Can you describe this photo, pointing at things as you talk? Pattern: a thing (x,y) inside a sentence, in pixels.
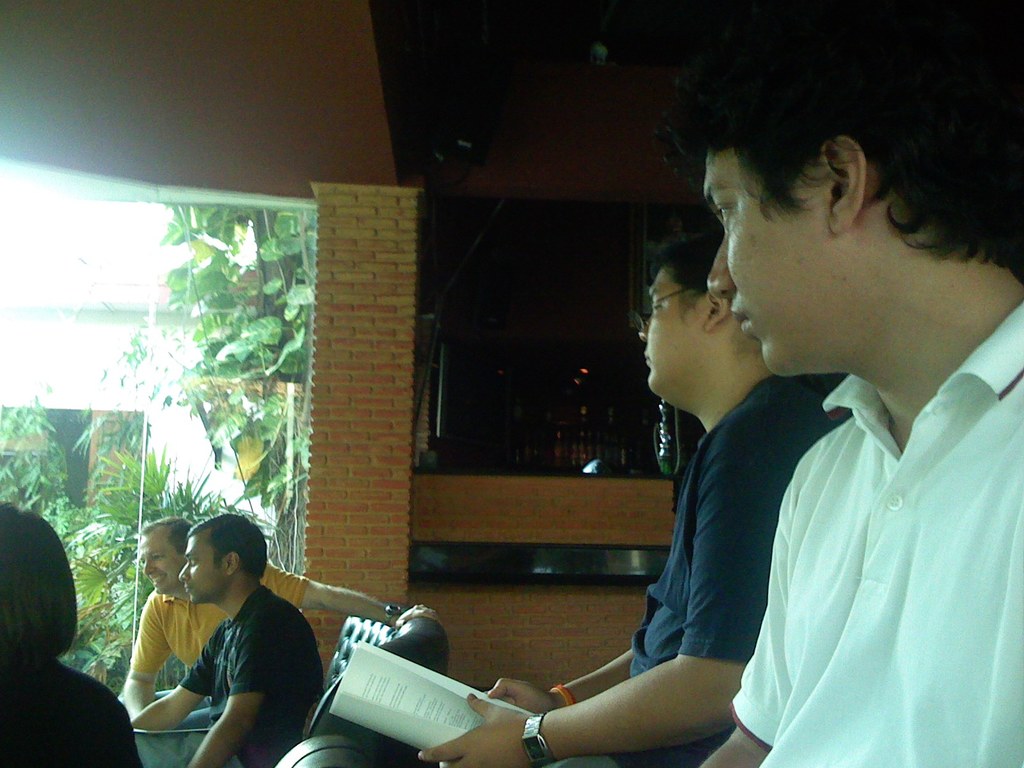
In the foreground of this image (811,628), on the right (832,505), there are two men (849,496) and a man (578,749) is holding few papers (417,714). On the left (192,692), there are three people (227,724) sitting on the black sofas (343,754). In the background (531,430), there are few objects (550,416), pillar (372,360), wall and few plants (149,507).
